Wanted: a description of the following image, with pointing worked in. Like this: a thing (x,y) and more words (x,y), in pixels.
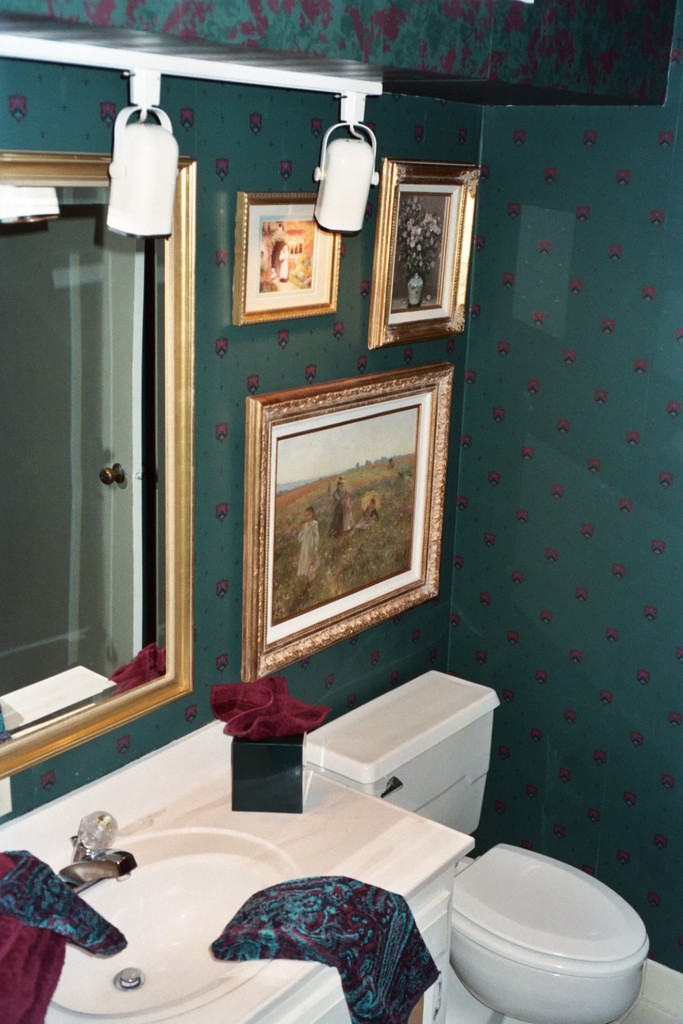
This is an inner view of a bathroom (55,382) in which we can see a toilet (547,937) with a flush (443,760), some clothes (350,918) on a sink (126,893), a tap (79,872), a towel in a box (249,769), a mirror (116,638) and some photo frames (270,456) on a wall (137,734) and some lights (356,108) to a roof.
